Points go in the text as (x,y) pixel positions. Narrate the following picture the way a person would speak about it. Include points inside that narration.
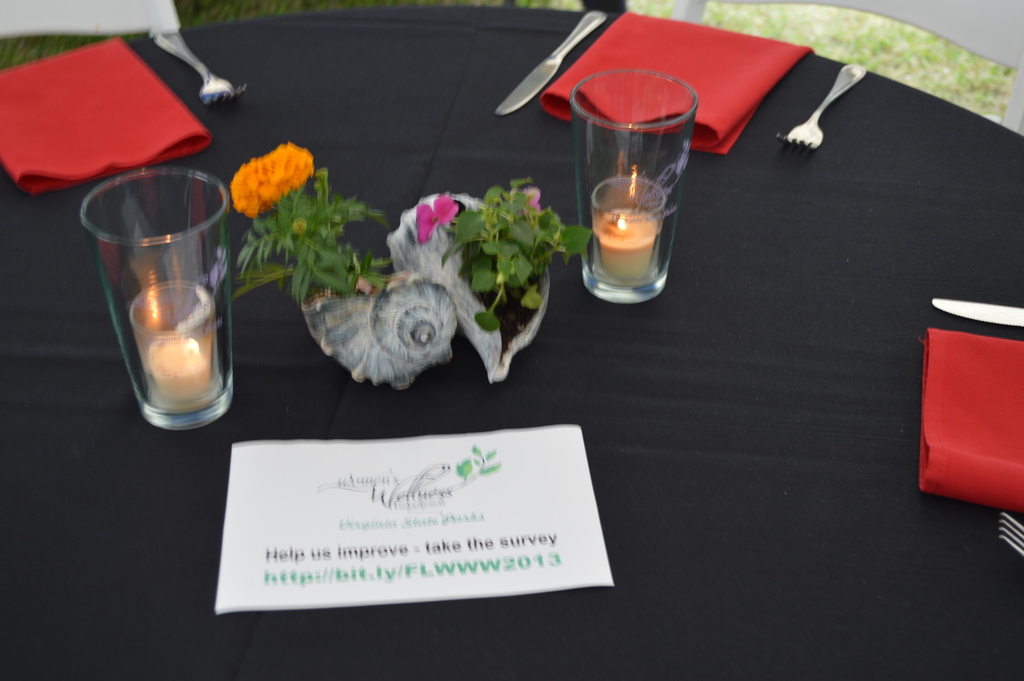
In this image there is a table (986,430), on that table (986,430) there is a cloth (492,18), on that cloth (481,179) there are glasses (603,171), in that glasses (625,157) there are candles (607,239) and there are flower vases (494,227) and there are forks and a knife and there is some text (427,541).
